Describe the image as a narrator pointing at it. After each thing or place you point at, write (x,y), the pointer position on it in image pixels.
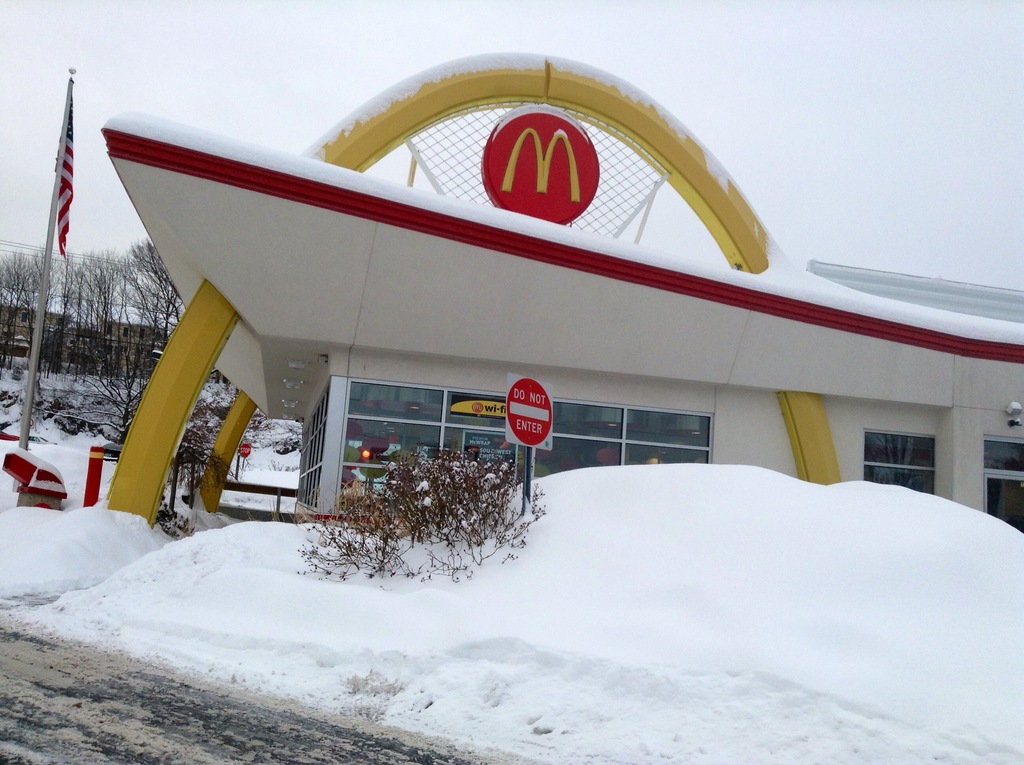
In this image we can see snow (471,651) on surface of the ground (304,655). On top of the snow (587,511) there is a sign board (536,407). At front (701,354) there is a building (531,270). Beside the building (270,287) there is a flag (70,165) and at the backside of the image (121,284) there are trees (167,284).
